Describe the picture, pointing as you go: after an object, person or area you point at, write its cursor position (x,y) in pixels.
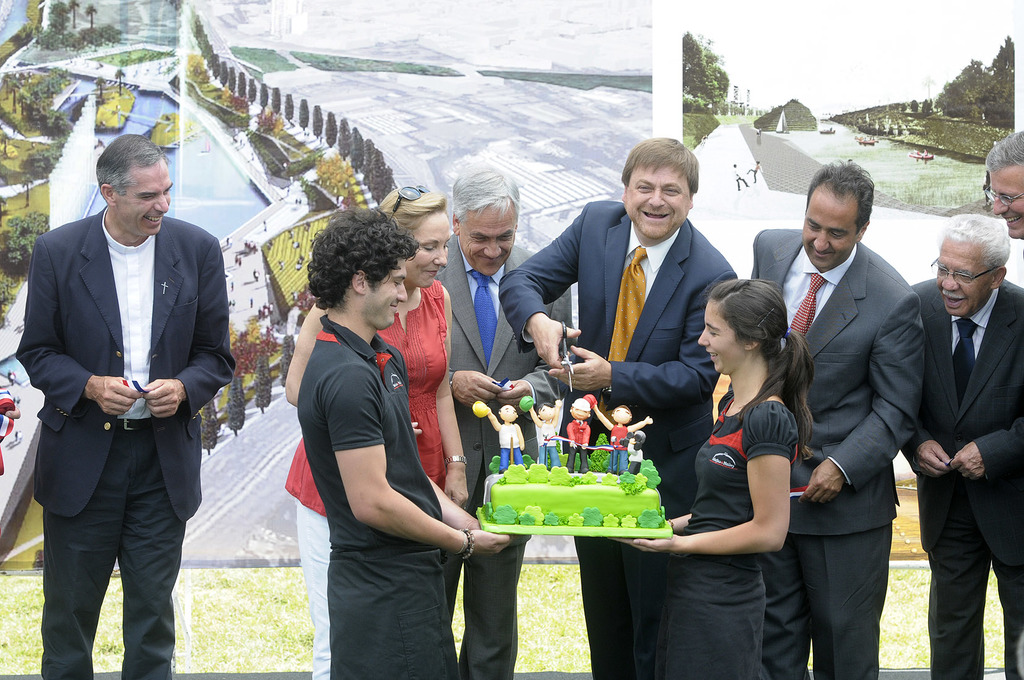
In this picture there are group of people (413,355) standing and smiling and there is a man (687,223) standing and holding the scissors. There are two people (695,572) standing and smiling and might be holding the cake (547,484). At the back (67,198) there is a board (367,184). On the board (520,197) there is a picture (59,203) of a city (213,206) and mountain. At the bottom (281,627) there is grass (206,631).
